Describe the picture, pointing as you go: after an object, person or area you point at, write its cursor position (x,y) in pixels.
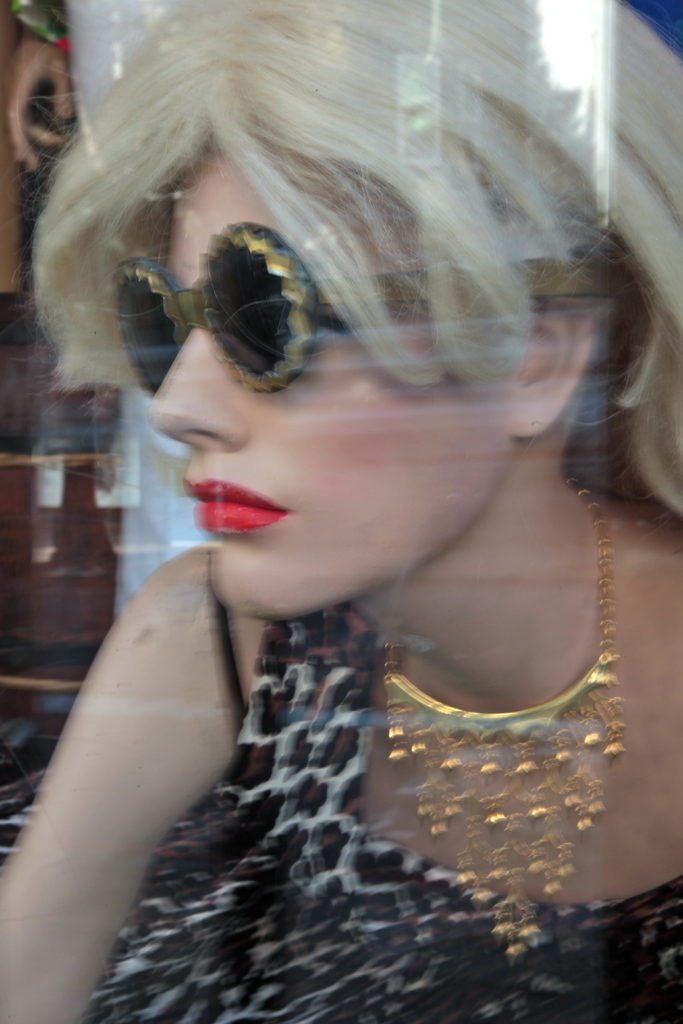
In the foreground of this image (358,675), there is a mannequin (358,621) wearing necklace (488,765) and spectacles (271,299) and the background objects (71,556) are unclear.
